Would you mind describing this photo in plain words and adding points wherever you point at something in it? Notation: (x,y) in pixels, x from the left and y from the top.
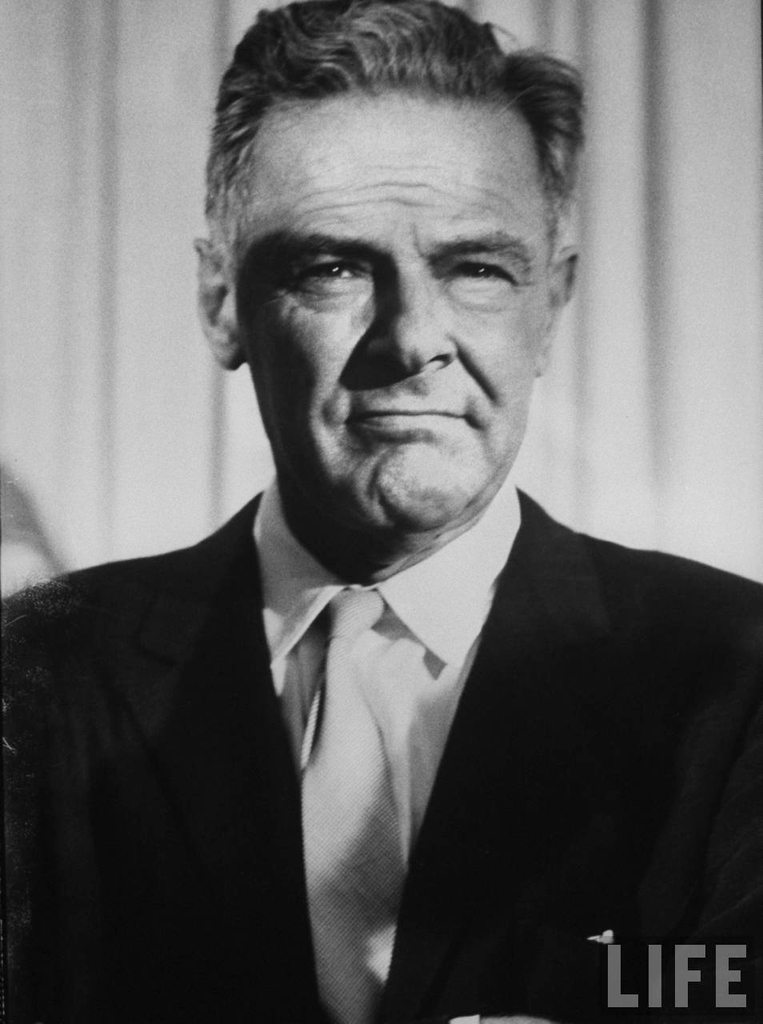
In the picture I can see a man (418,713). The man (394,740) is wearing a tie (376,771), a shirt (421,636) and a coat (266,746). On the bottom right corner of the image (675,996) I can see a watermark (656,969). This picture is black and white in color.
